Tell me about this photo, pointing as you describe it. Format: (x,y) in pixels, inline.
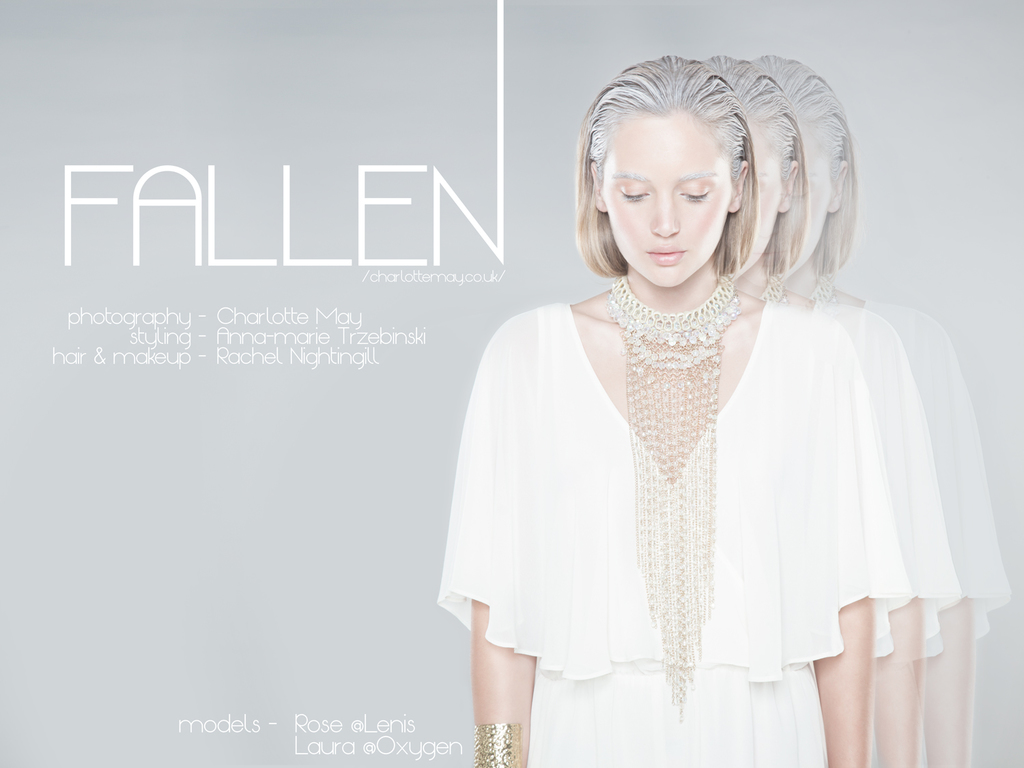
In this image we can see a reflection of a woman (468,435) wearing a white dress (654,679) and necklace (682,510) in her neck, behind her there is a text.
